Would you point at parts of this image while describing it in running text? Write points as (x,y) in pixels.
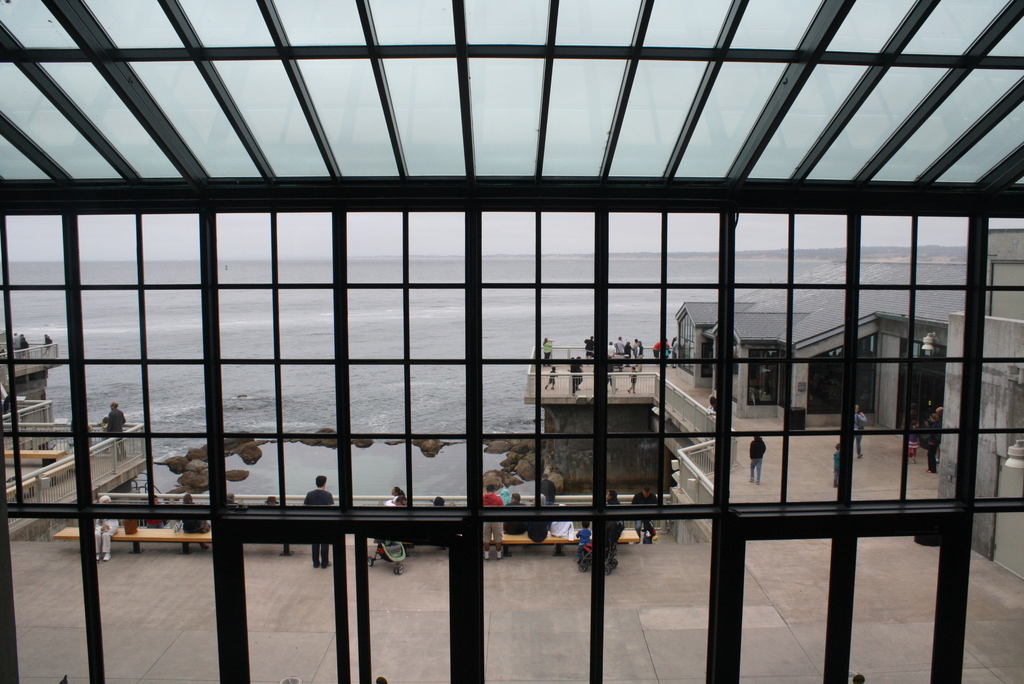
In this picture we can see terraces (567,377), buildings (905,348) and some people (643,525) are sitting on benches (167,532) and some people (622,337) are standing on a surface (762,542), rocks (416,442) and some objects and in the background (504,416) we can see water (505,381), sky (640,230).
